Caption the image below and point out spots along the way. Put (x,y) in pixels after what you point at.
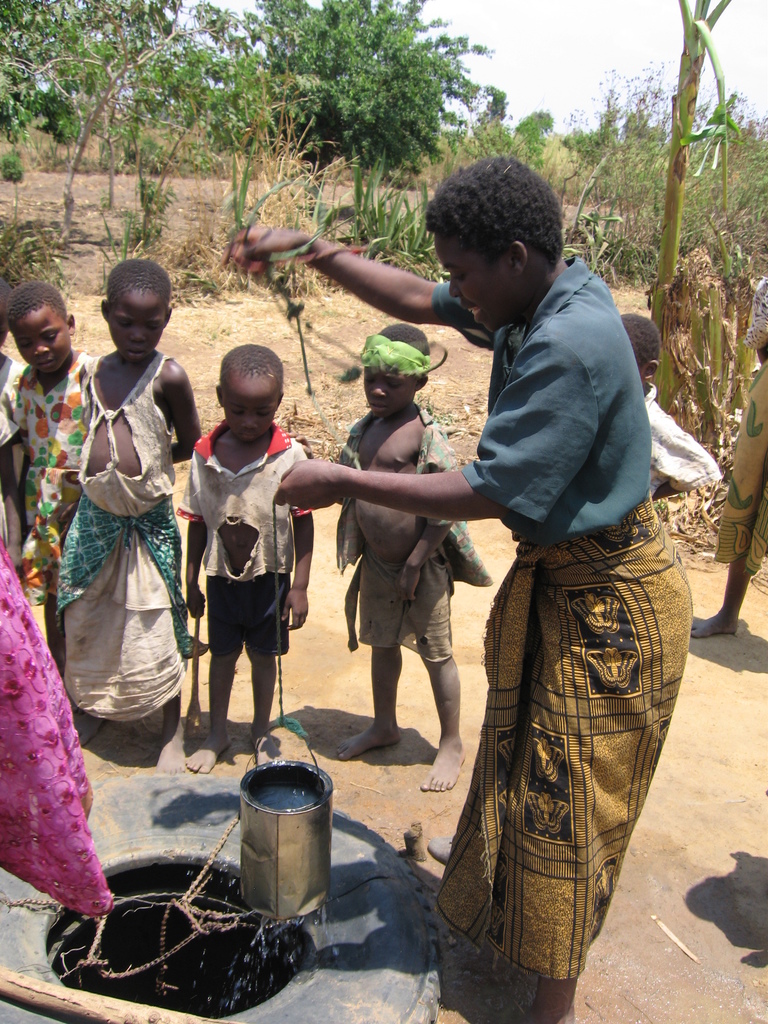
In this image in the center (427,467) there are some people (431,665) who are standing and one person (518,668) is holding a bucket (289,843), at the bottom (195,978) there is a well (149,876) and in the background (396,163) there are some plants (441,176) and trees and some sand (87,256).
